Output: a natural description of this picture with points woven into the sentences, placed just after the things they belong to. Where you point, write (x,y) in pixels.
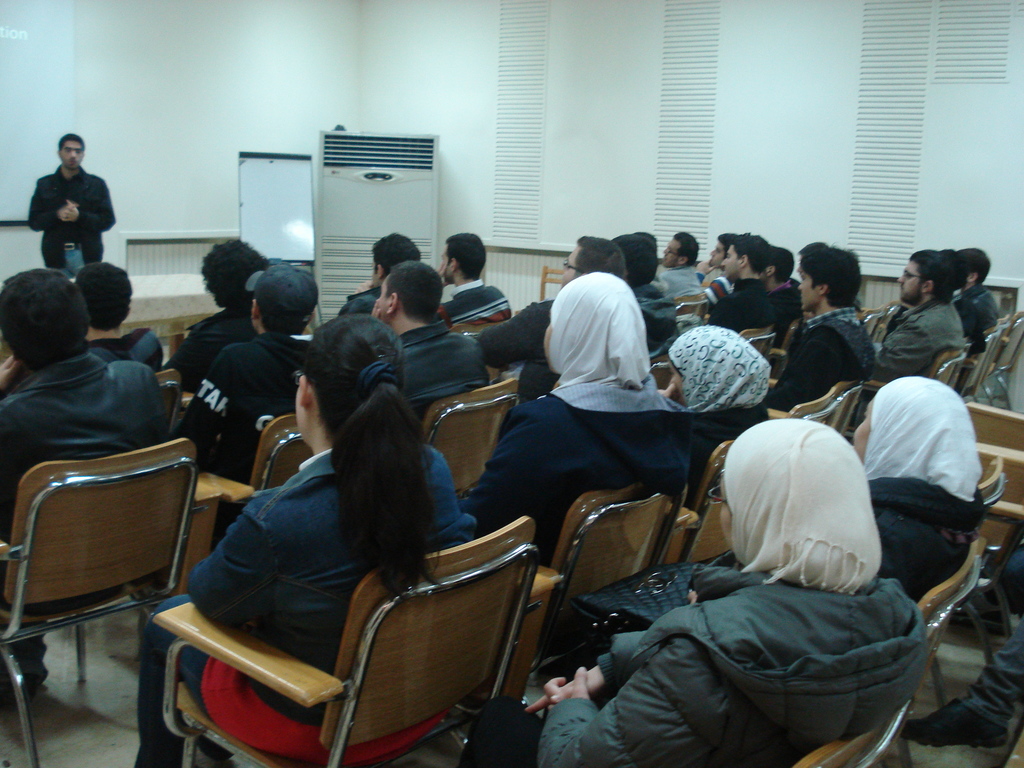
In this image, a group of people (46,341) sitting on the chair (505,598). In the top left (97,221), a person (97,205) is standing and giving a lecture. In the top (138,68) walls (514,68) are visible, which are white in color and a board (297,205) is visible. This image is taken inside a hall (744,126).
